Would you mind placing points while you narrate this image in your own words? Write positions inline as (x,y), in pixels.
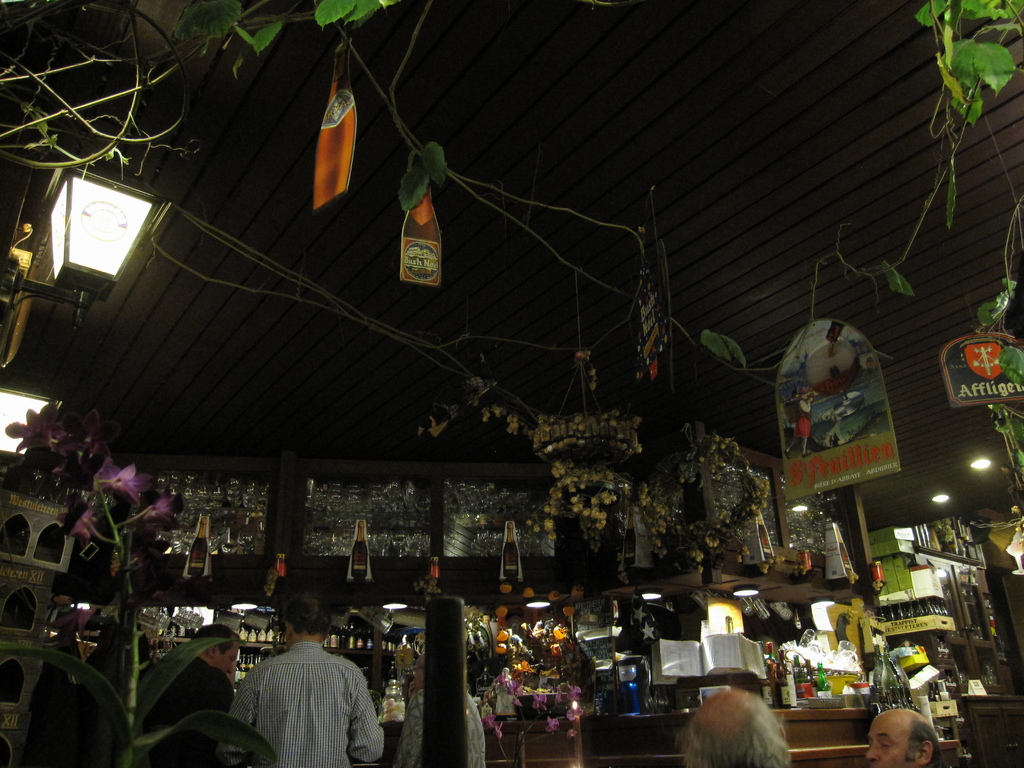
This picture is taken in the dark where we can see a few people (370,738) among them few are standing and few are sitting. In the background (832,666), we can see posters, bottles (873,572), flower vases (132,650), glasses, lamps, a few decorative items (948,376) and the wooden ceiling (522,287).
